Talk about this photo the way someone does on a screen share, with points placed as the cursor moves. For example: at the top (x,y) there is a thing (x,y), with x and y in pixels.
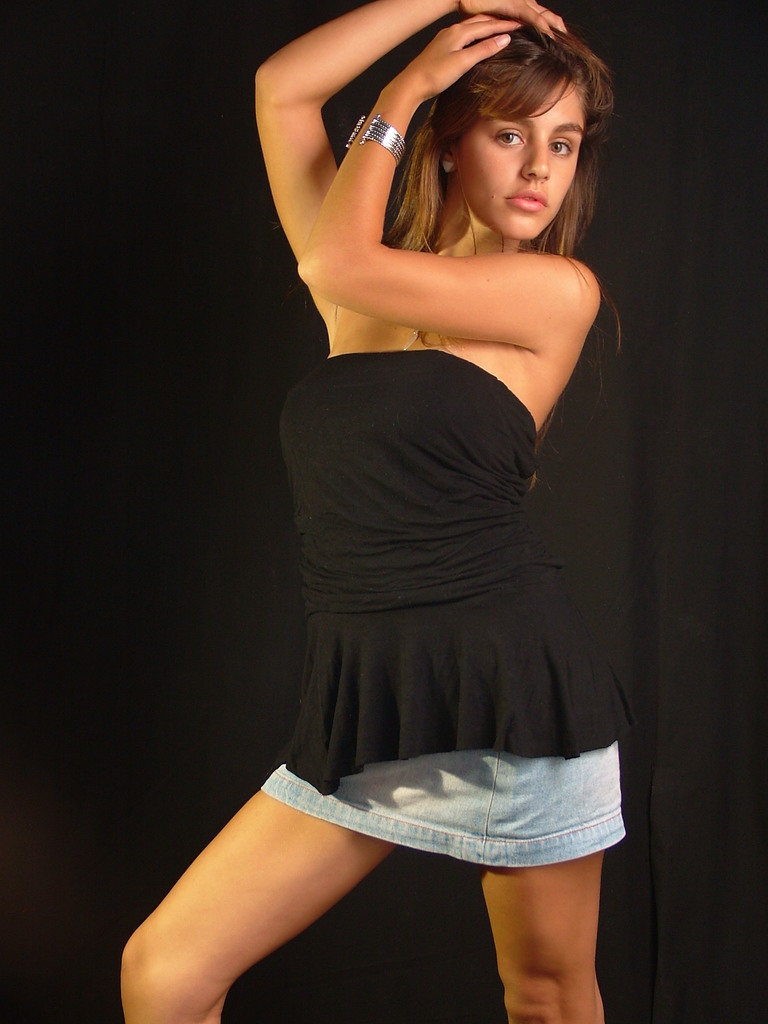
In this image, we can see a woman (363,395) is watching. She is giving a pose. Background (436,988) we can see black cloth (720,534).
